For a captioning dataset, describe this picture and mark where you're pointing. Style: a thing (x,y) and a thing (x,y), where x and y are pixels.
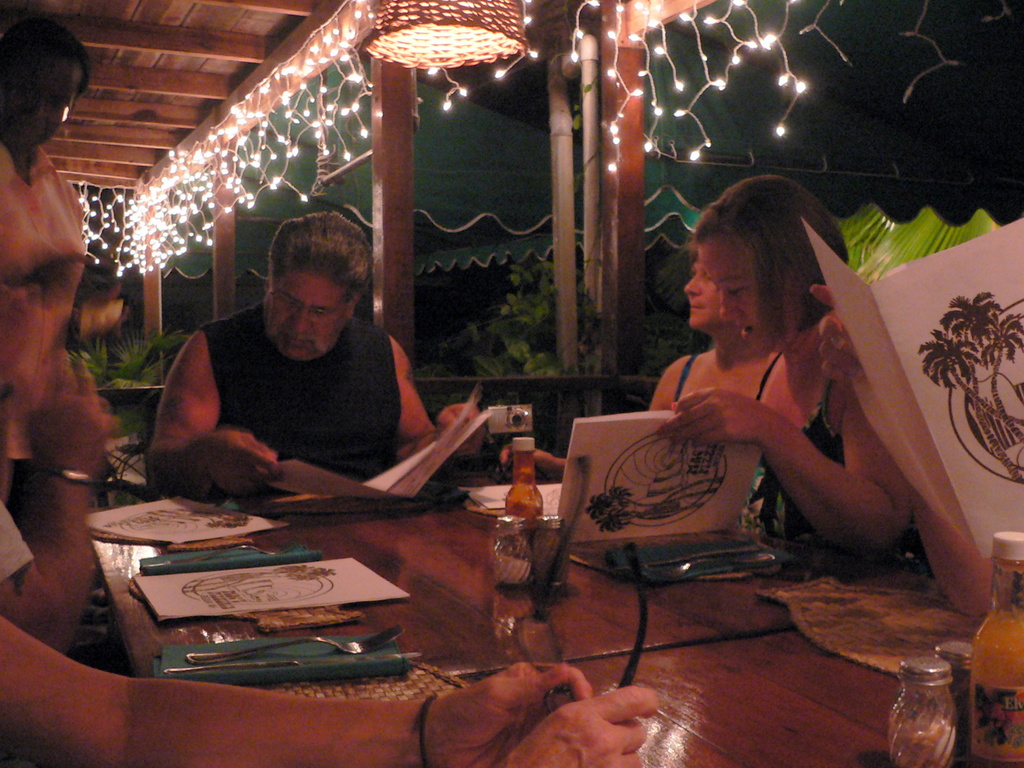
In this picture there are group of people (792,434) sitting on a chair (120,492) in a dining in front of the dining table (447,563). The man (333,442) in the center (345,413) is holding a paper (379,476) in his hand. The woman (793,385) at the right side (805,419) is holding a menu card (677,479) in her hand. On the table (726,618) there bottles (980,682), paper (230,575), spoon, fork (342,649). In the background (316,136) there are lights (264,92) hanging, trees (534,307) and a green colour tent (483,233).
